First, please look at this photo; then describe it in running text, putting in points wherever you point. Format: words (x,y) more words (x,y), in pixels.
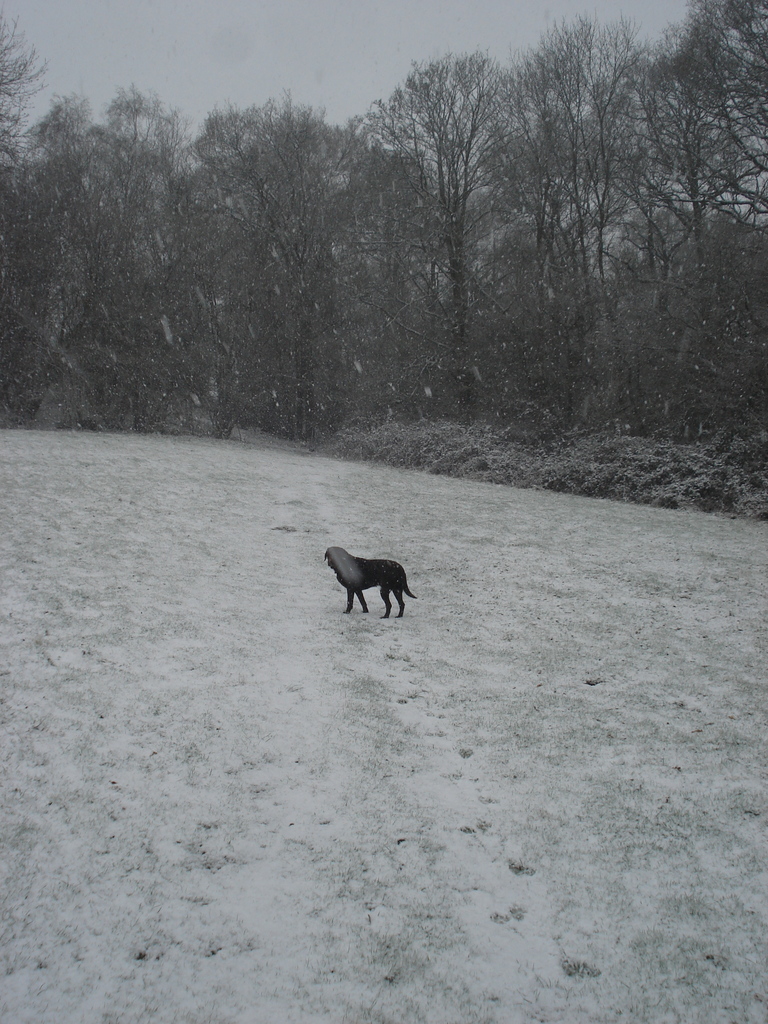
In this image at the bottom (269,784) there is snow (610,746) and in the center (372,569) there is one dog (347,573), and in the background (186,194) there are some trees (638,363) and plants (521,457).
